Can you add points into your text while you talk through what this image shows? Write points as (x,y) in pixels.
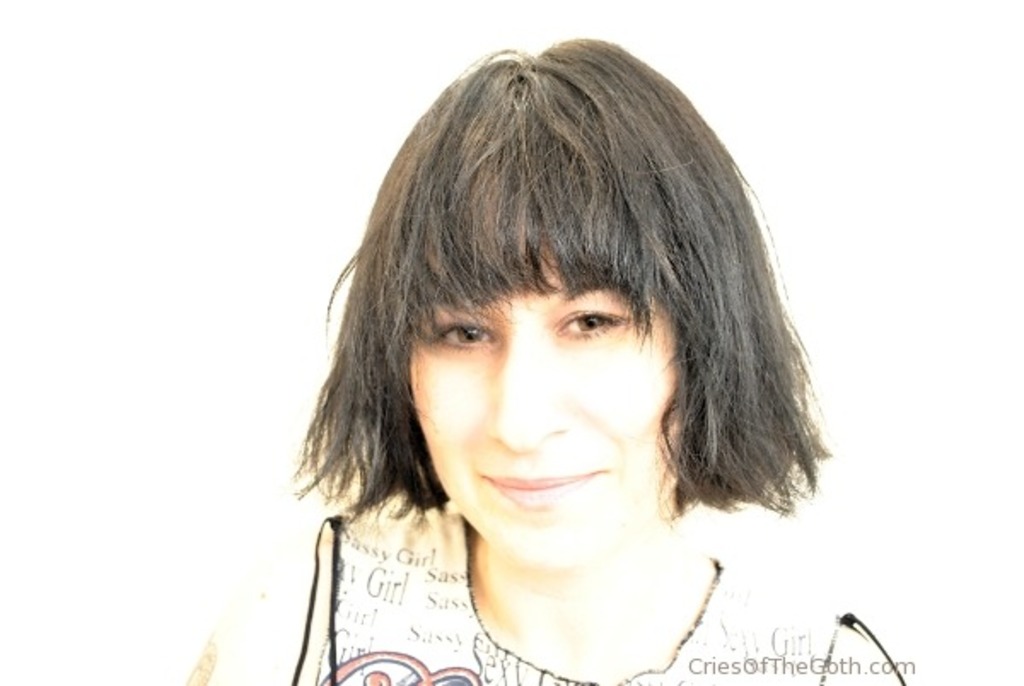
In the center of the image (600,378) we can see the woman (601,490) smiling and the background (56,32) is in white color. In the bottom right corner (881,663) we can see the text (876,663).
